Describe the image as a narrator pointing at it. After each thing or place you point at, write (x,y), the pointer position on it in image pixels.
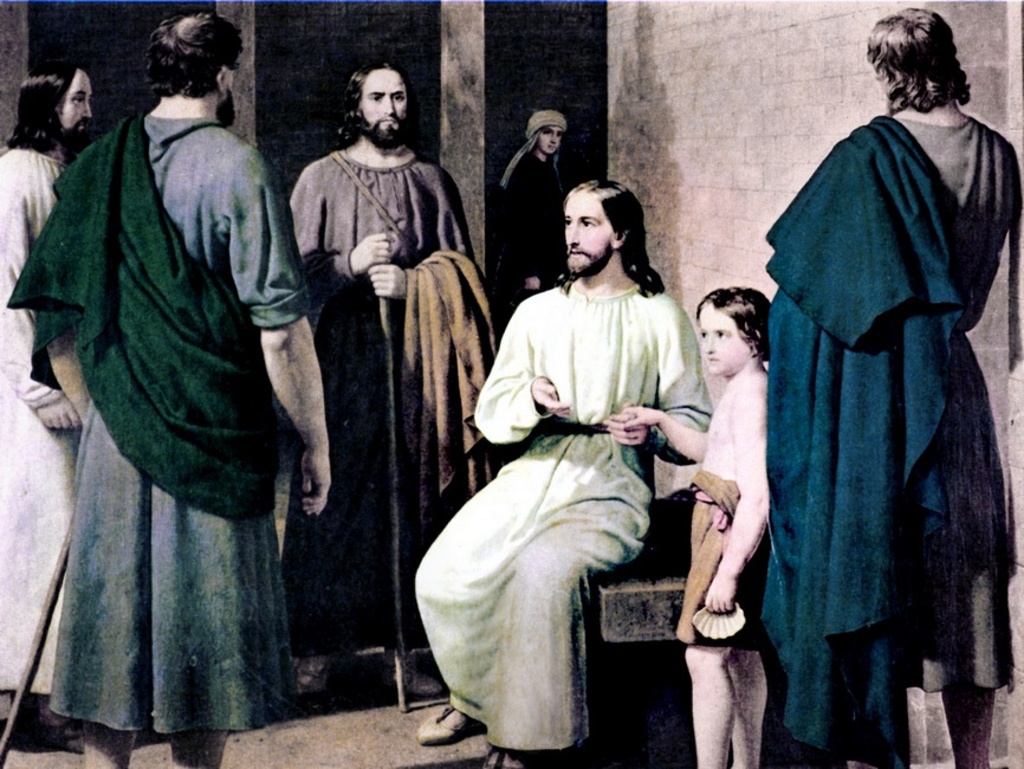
In this picture, it seems to be an animated image, there are people (621,399) in the foreground area of the image (353,374) and there are walls (792,159) in the background area (792,159).
